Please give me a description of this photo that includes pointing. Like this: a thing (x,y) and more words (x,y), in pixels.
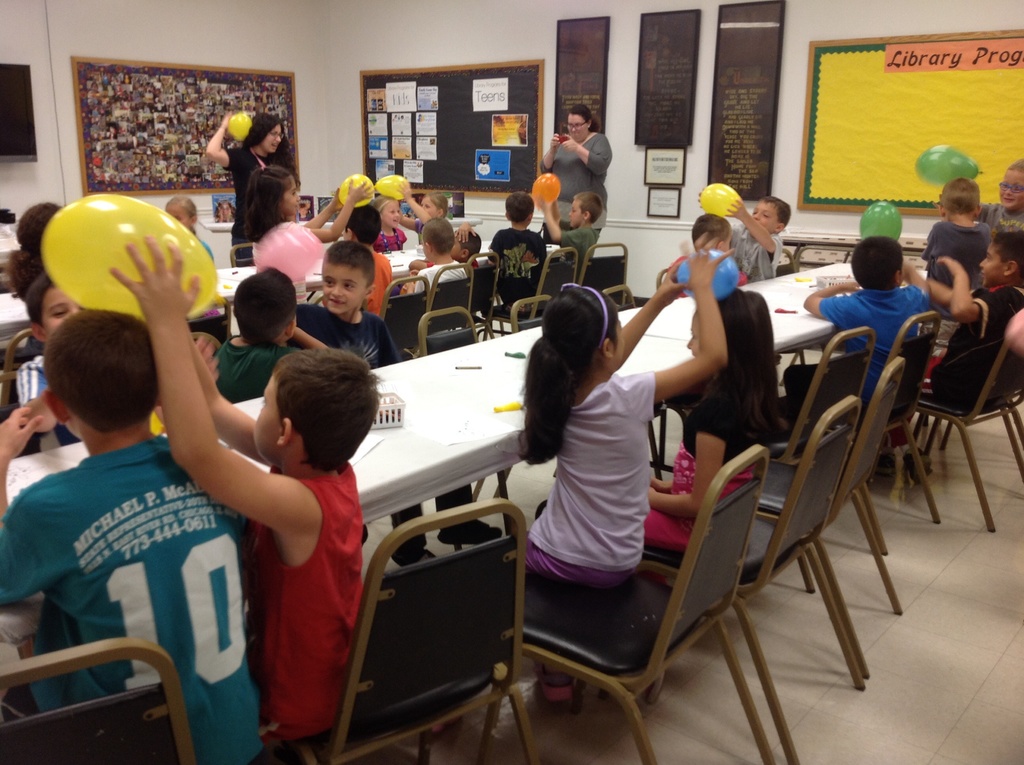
In this image i can see group of people (647,423) sitting on a chair (393,601) holding the balloon (211,300). At the back (249,151) i can see a woman (290,161) holding the balloon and frames (187,108) attached to a wall (190,46).
